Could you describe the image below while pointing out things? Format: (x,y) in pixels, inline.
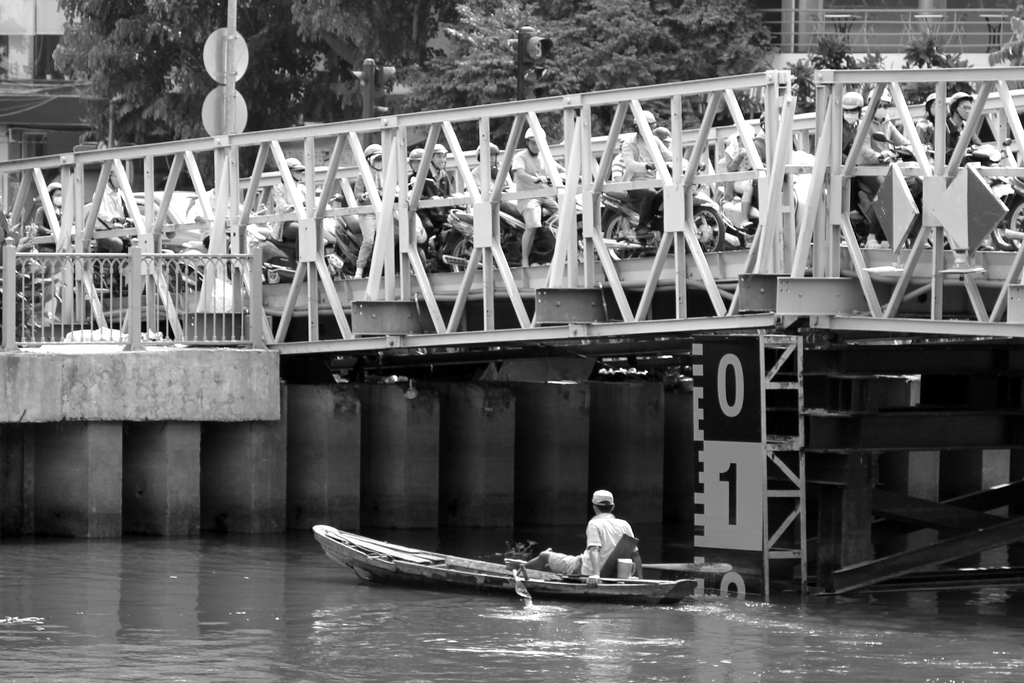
This image is taken outdoors. This image is a black and white image. At the bottom of the image (106,610) there is a river (342,611) with water (453,610). At the top of the image (49,57) there is a building (50,76). There are a few trees (467,55). In the middle of the image (397,294) there is a bridge (933,293) with pillars (501,471) and railings (448,199). There is a sign board (232,94) and many people (283,201) are moving on the vehicles (797,150). There are many vehicles (1012,201) moving on the bridge (466,277). There is a board (718,493) with a text (731,490) on it and a man (586,563) is sitting on the boat (501,565) and sailing on the river (656,554).
